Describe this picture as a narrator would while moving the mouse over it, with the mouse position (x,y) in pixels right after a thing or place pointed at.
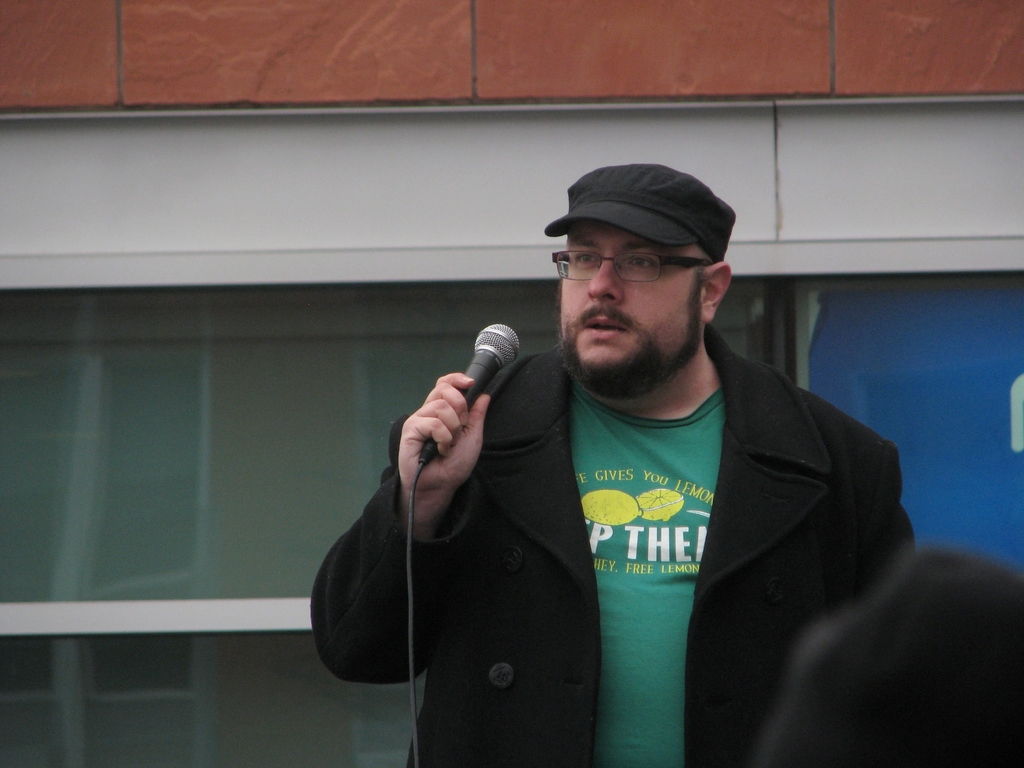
In this picture we can see a man (471,488) wearing a black colour blazer (853,596) and a cap (674,204). He wore spectacles (646,270) and he is holding a mike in his hand (457,480).
